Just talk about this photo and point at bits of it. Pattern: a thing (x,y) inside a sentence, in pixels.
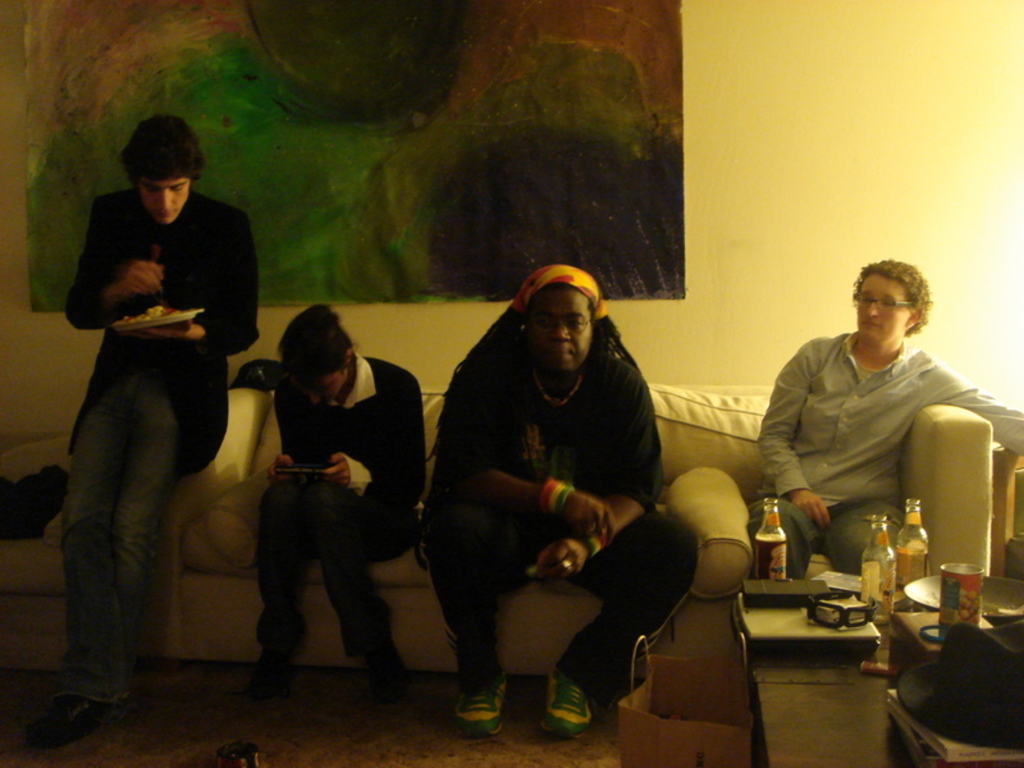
In this image we can see some people (498,419) sitting on the sofa (429,464). We can see a man (374,504) holding a cellphone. On the left side (168,456) we can see a man (113,376) holding a plate (125,321). On the right side (786,743) we can see a table (848,713) containing some bottles (914,553), glasses (869,613), tin (941,613) and a bag (946,679). On the backside (713,258) we can see a painting (589,201) and a wall (742,228).
